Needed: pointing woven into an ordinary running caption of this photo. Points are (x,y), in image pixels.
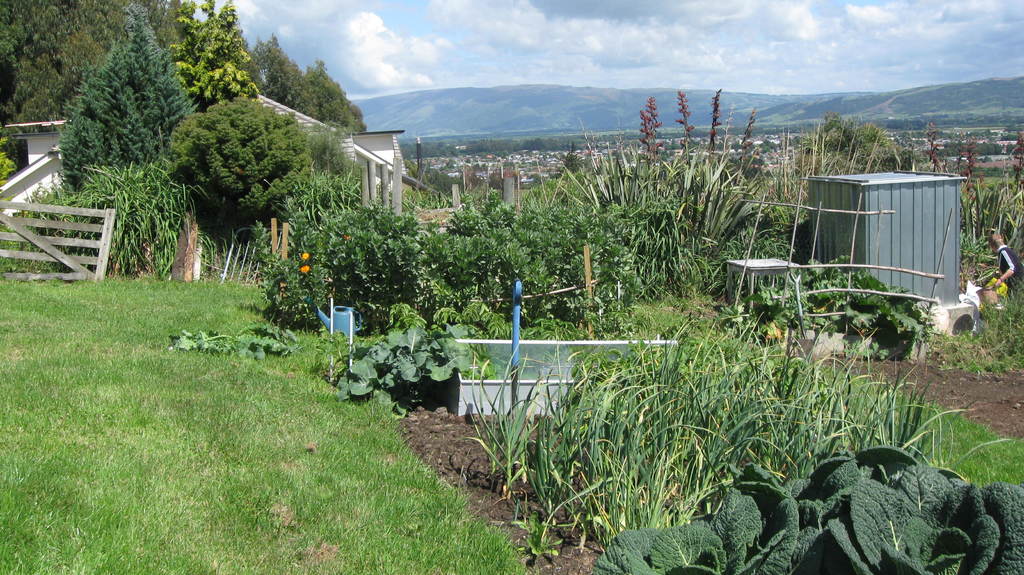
In the foreground of the image (753,510) we can see group of plants (627,413), poles (514,343), a container (539,359) placed on the ground (371,417). To the right side of the image (765,269) we can see a table (784,270), placed on the ground (987,326), a person (1011,268) holding an object (1004,282) in his hand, shed (916,238). To the left side of the image (25,221) we can see a building (54,153), fence (371,186). In the background (117,131), we can see a group of trees (103,144), buildings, mountains (570,120) and the cloudy sky (398,49).
